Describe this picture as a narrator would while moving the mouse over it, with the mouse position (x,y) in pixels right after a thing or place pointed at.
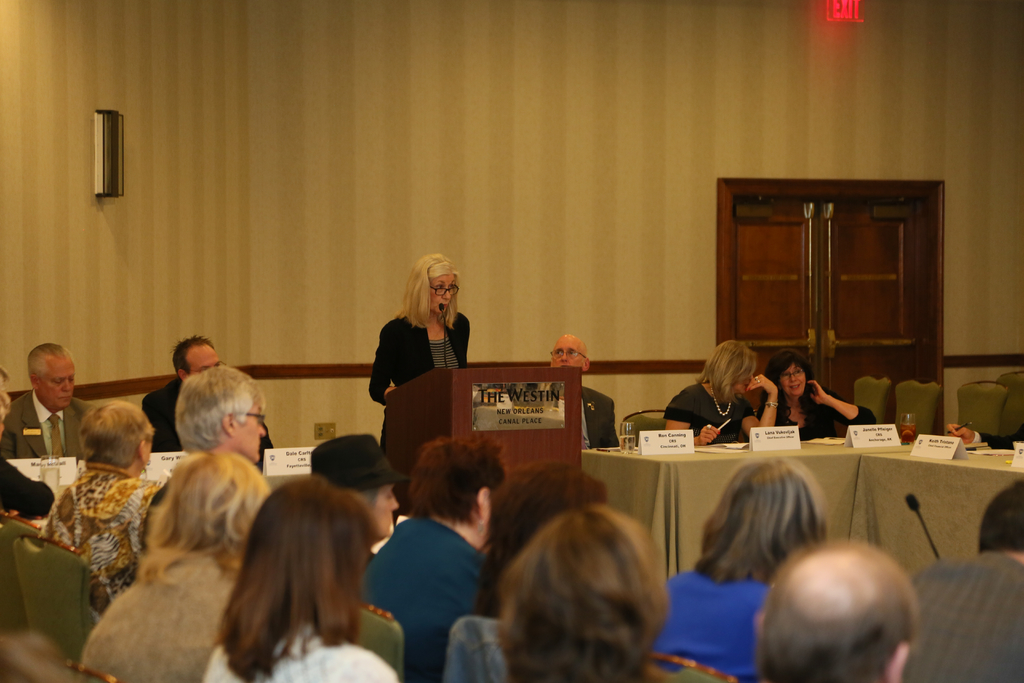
There are group of persons (644,543) who are sitting on the chairs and at the middle of the image (421,351) there is a woman (451,334) wearing black color dress (428,346) standing behind the wooden block (463,380) and in front of her there is a microphone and at the background of the image (472,223) there is a wall (667,243) and door (846,279).
